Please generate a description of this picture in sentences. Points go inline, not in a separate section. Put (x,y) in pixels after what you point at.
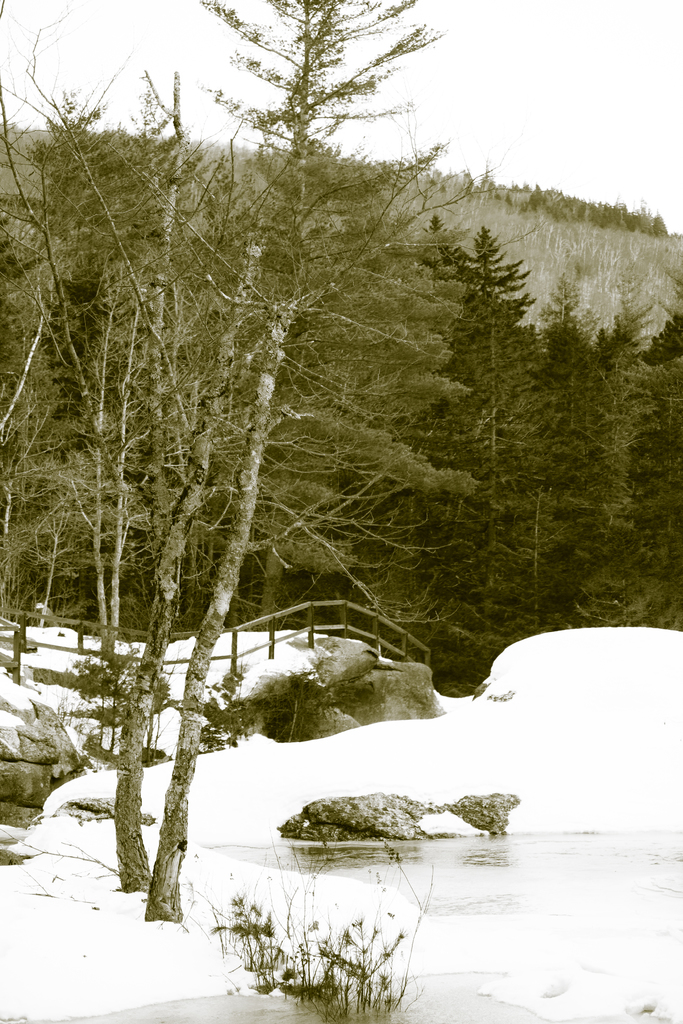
In this picture I can see trees (350,331) and I can see water (413,874) and snow (431,925) and It looks like a foot over bridge (1,636) and I can see a cloudy sky (369,97).
